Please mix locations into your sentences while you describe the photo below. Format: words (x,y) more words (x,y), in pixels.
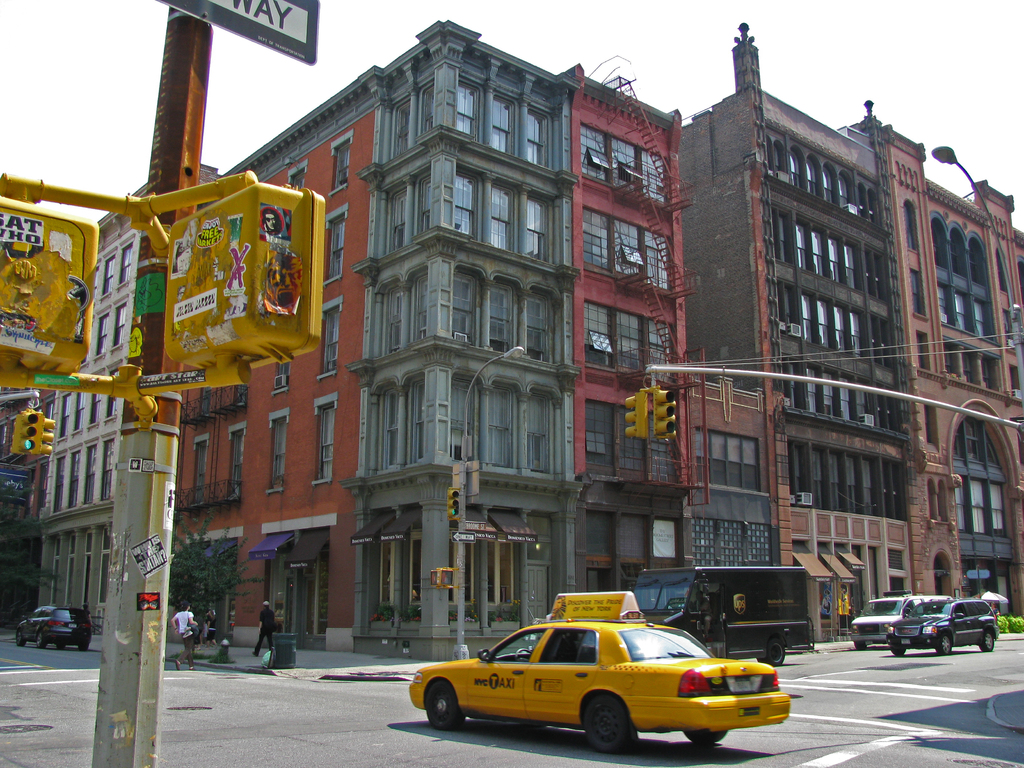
In this image there are few cars (686,675) and vehicles (722,710) are on the road (249,688). Person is walking on the pavement (252,669) having poles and trees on it. A traffic light (448,503) is attached to a pole (464,447) which is having a lamp (517,355) to it. Right side (1002,419) there is a pole (1018,428) having few traffic lights (666,406) attached to it. Left side (151,744) there is a pole (155,724) having few lights (240,292) attached to it. Background (940,416) there are few buildings (429,422). Top of image (392,29) there is sky (634,5).
